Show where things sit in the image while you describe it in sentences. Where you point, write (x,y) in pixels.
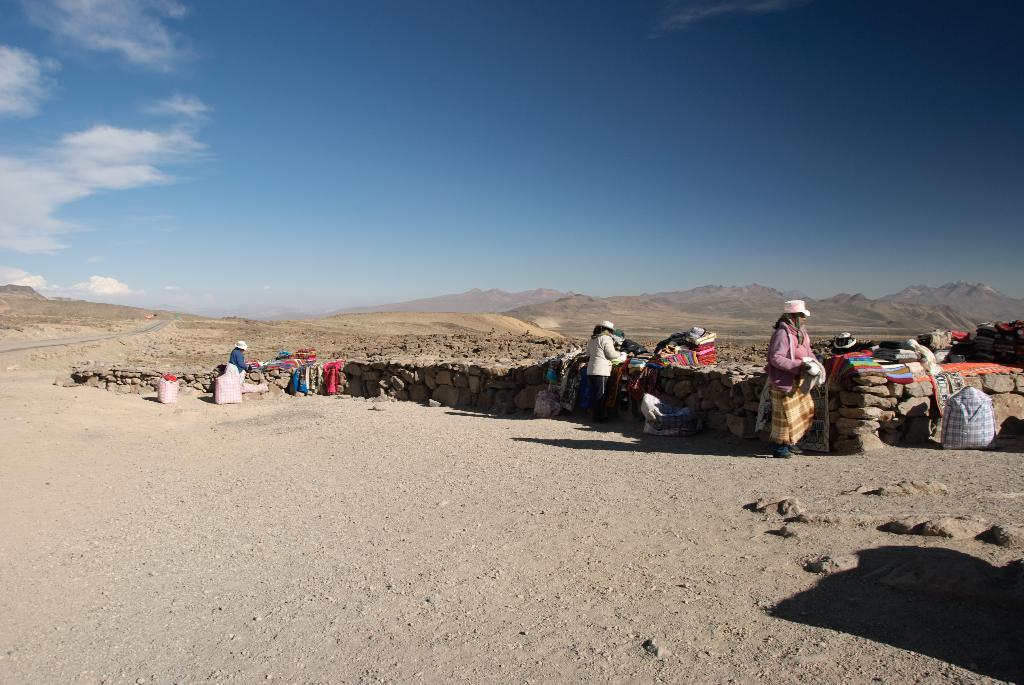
In the picture I can see people (608,369) are standing. These people (611,357) are wearing white color hats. I can also see bags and some other objects (935,397) on the ground (345,423). In the background (639,316) I can see mountains (692,307) and the sky (340,158).
